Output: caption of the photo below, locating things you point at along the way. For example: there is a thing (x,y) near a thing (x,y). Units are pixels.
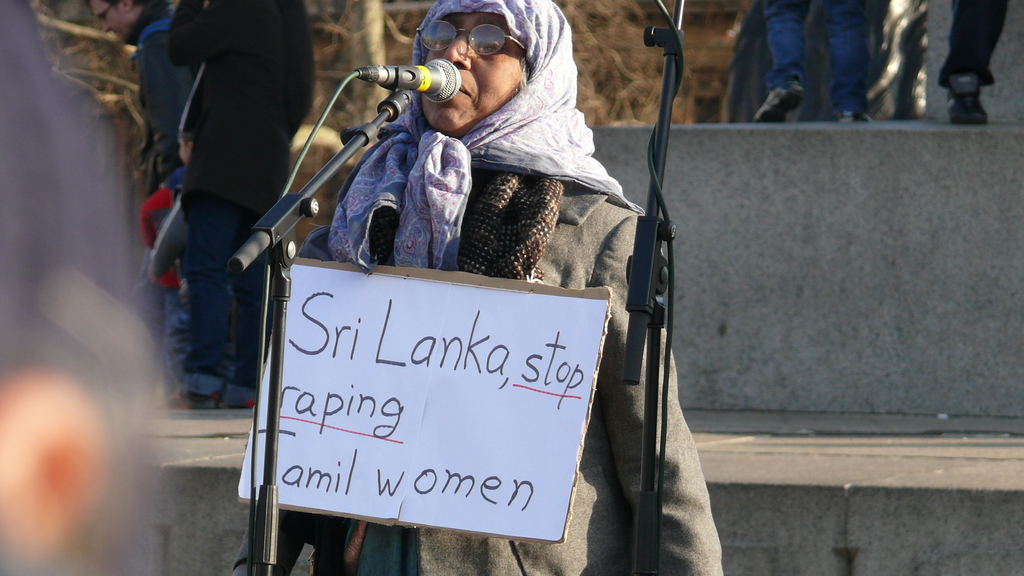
In the center of the picture (524,201) there is a woman (495,165) holding a placard (449,329) and speaking into mic (432,76). In the foreground (268,288) there is a microphone (420,70). In the background (199,123) there are people (250,12) and trees (373,53). It is sunny.
